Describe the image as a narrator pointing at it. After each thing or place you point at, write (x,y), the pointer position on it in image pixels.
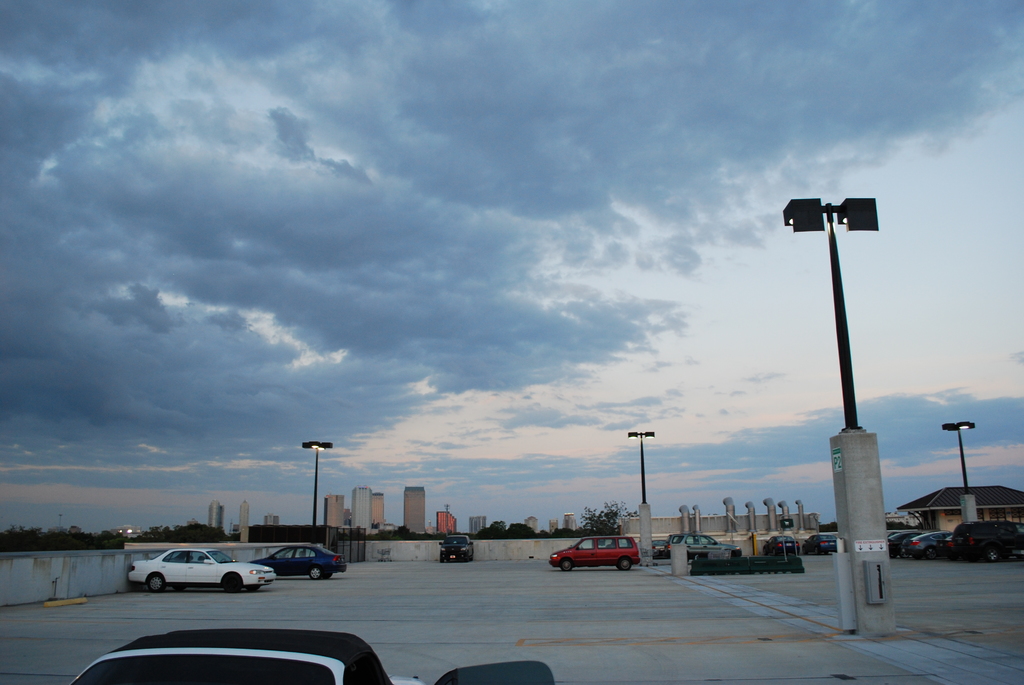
In this image we can see few cars (363,671), light poles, buildings (213,523), trees (31,538), also we can see the cloudy sky (515,326).
